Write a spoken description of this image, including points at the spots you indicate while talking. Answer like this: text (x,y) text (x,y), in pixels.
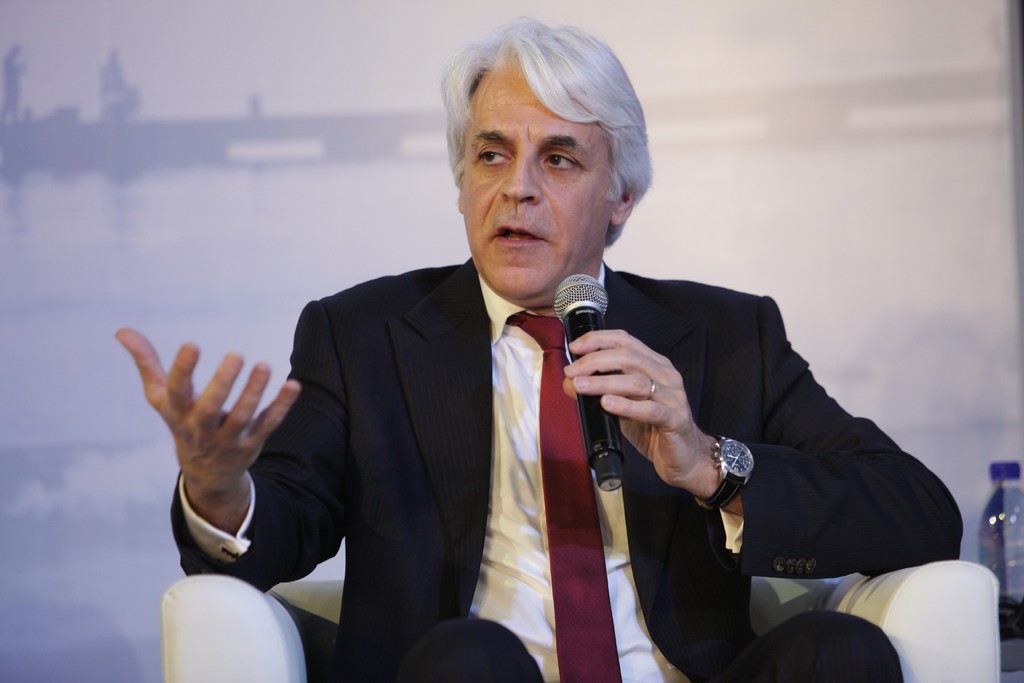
The person (385,408) wearing suit (432,431) is sitting in a white sofa (335,614) and speaking in front of a mic (602,413) and the background (251,228) is white in color.
